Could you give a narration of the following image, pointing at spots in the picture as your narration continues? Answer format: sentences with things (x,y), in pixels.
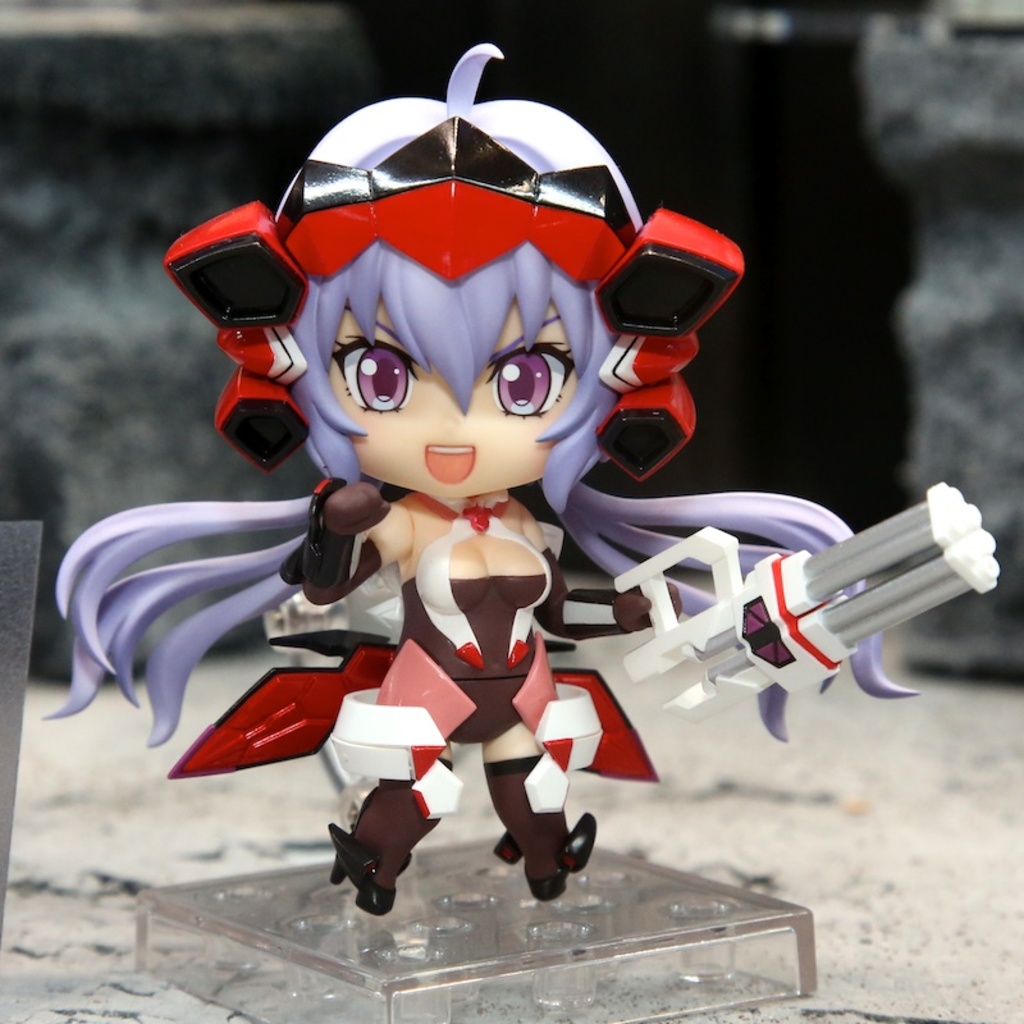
In the picture we can see a surface (904,902) with a glass cube (706,980) on it, we can see a girl doll (186,587) with violet color hair (141,517) and some costume (249,412) to it.
